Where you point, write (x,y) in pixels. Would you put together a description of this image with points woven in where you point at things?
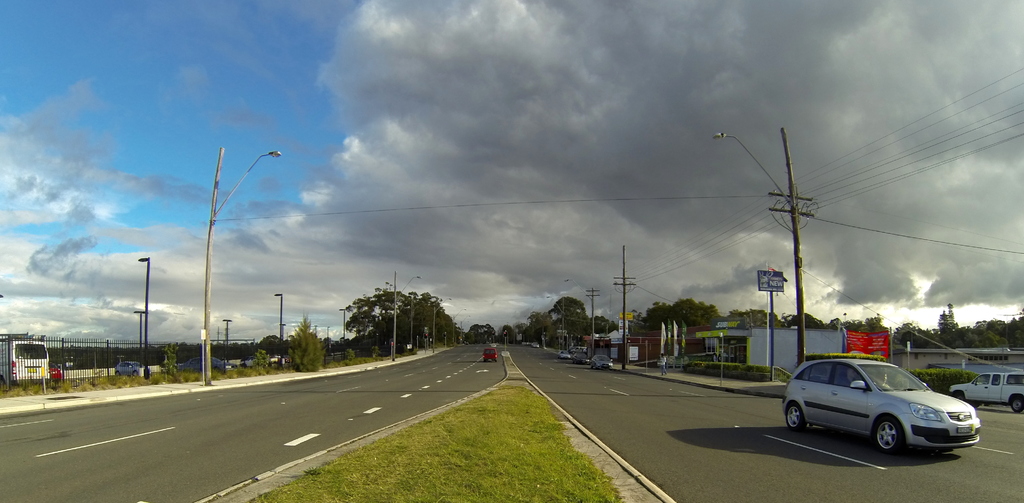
In this picture I can see vehicles (601,357) on road (363,426). Here I can see grass (481,447), plants (359,337), street lights (344,337) and poles (797,214). I can also see wires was attached to the poles (797,230). In the background (568,161) I can see the sky (477,154). On the left side (22,336) I can see a fence (149,360).
